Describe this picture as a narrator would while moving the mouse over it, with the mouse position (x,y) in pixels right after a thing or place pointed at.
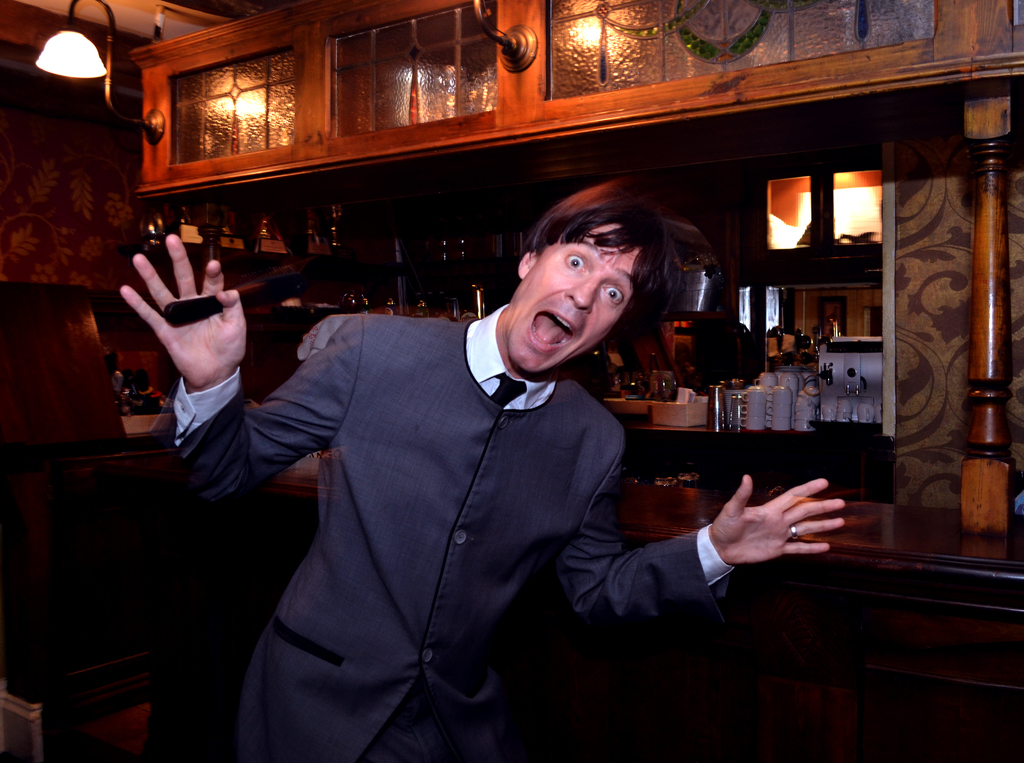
In front of the image there is a person (288,432) holding some object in his hand (209,373), behind the person (423,463) there is a wooden platform (251,492), on the other side of the wooden platform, there are some objects (624,383), at the top of the image (233,95) there are lamps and glass windows (254,114). In the background of the image (33,174) there is a wall (78,203).
